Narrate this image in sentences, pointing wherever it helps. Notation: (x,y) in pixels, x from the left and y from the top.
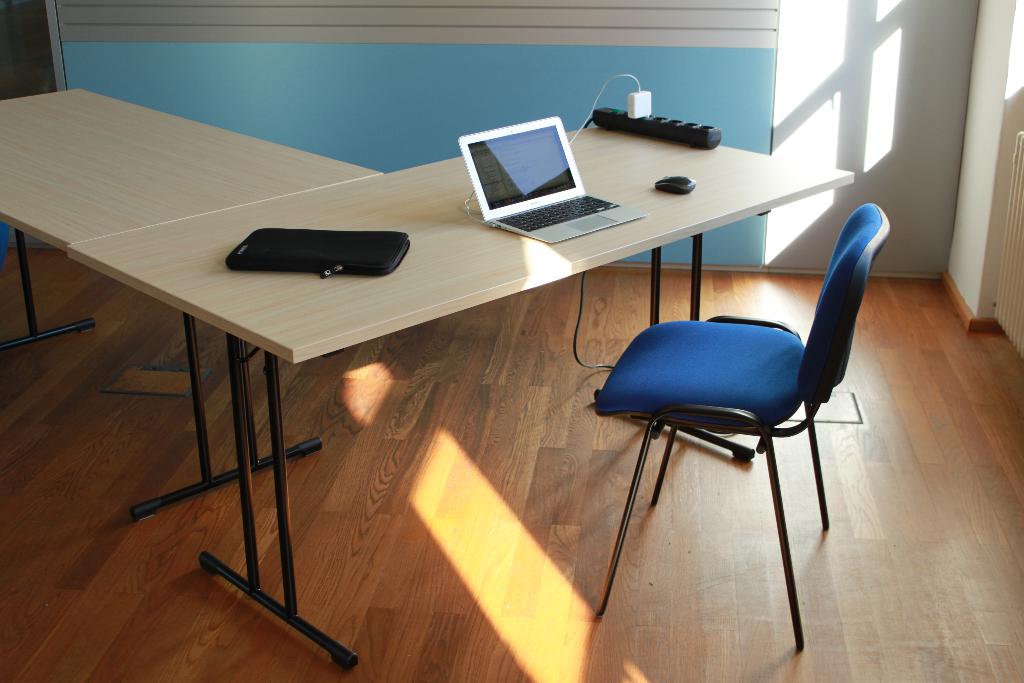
In this image we can see a table (484,234) and on the table (437,246) there are laptop (493,209), laptop cover (354,252), mouse (668,184), plug (644,112) in the extension board (684,132), chair (742,385) and walls (774,210).
